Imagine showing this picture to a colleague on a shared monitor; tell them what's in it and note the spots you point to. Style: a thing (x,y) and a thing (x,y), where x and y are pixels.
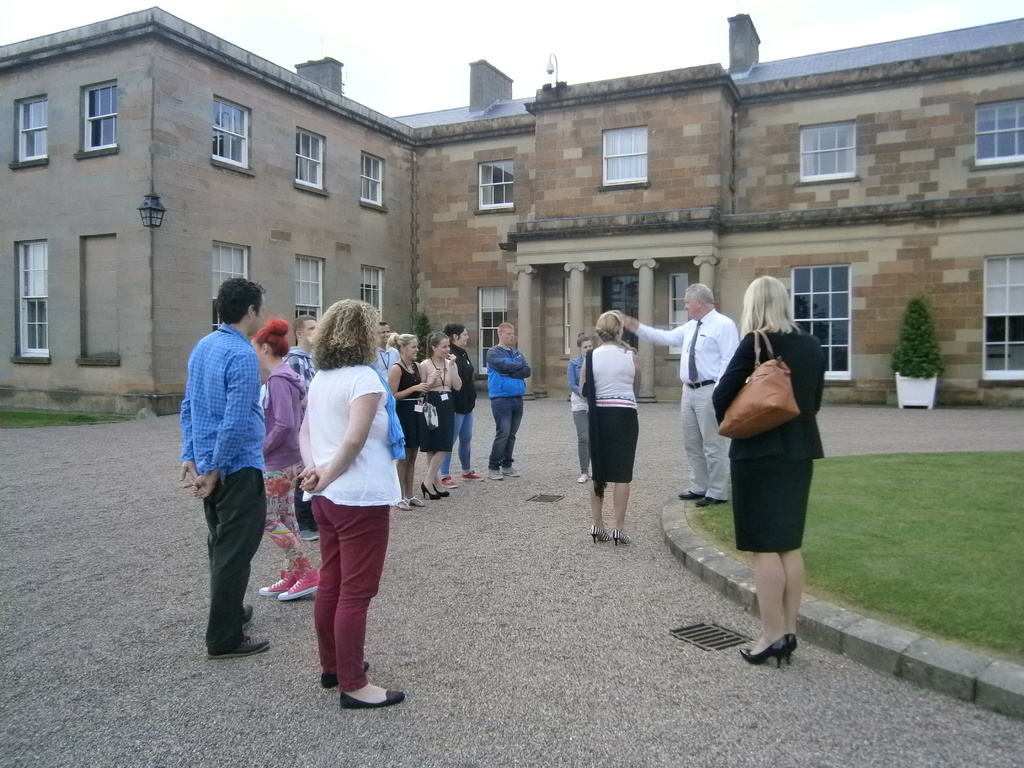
In this picture we can see a few people (743,460) on the path (675,421). Some grass (849,488) is visible on the ground (835,502) on the right side (711,507). There is a flower pot (910,394) on the path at the back (929,344). We can see a building (169,226) in the background (141,202). There is a lantern (160,202), windows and other objects (416,225) are visible on this building (463,160).
